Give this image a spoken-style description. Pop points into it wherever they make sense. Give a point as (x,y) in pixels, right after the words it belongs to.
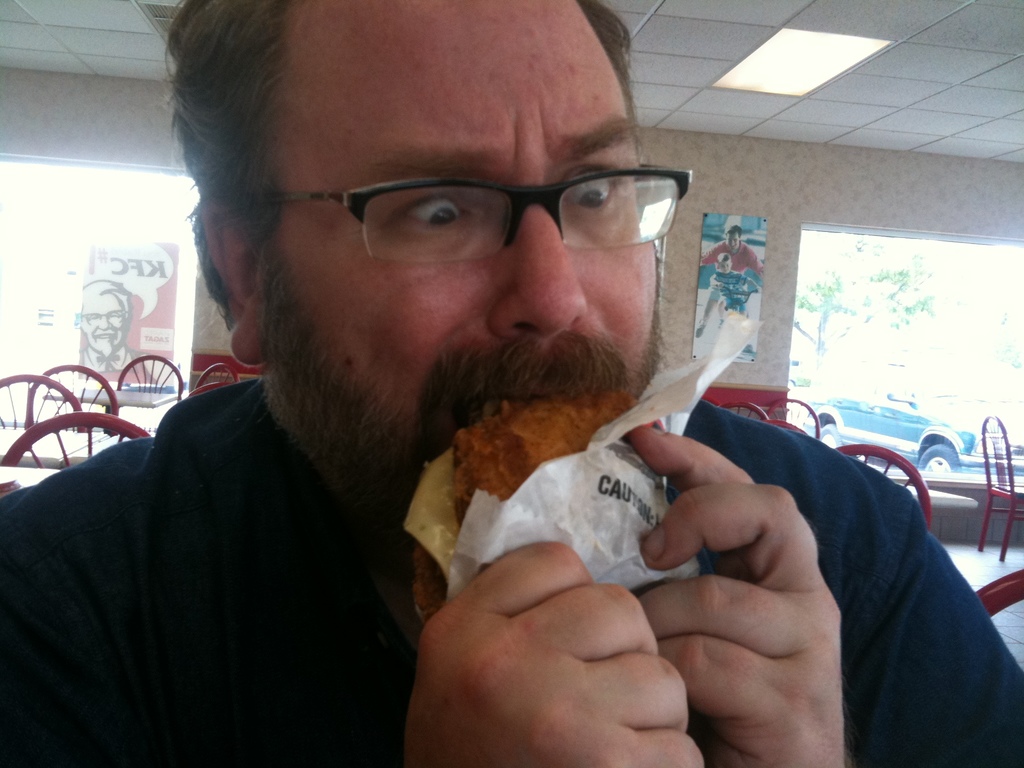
In the image we can see a man (249,551) wearing clothes (311,535) and spectacles (419,198), and this man (527,630) is holding a food item (507,446) in his hand (567,664). Behind him there are many chairs (84,427) and tables (43,450), this is a poster (705,255), vehicle (908,436), tree (894,312) and a light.
